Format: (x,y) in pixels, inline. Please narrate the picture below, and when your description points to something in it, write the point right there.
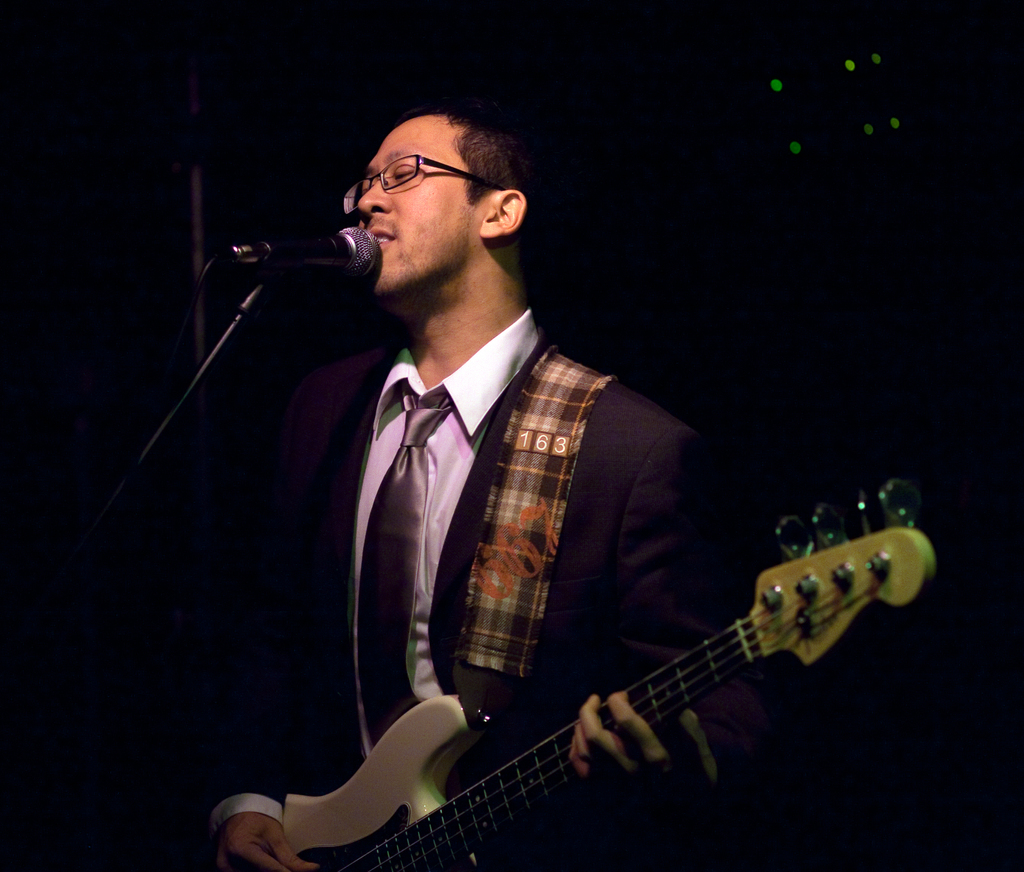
This picture shows a man (420,171) wearing a spectacles (403,166), playing a guitar (439,778) in his hands (227,835) in front of a mic (294,259) and a stand (170,422). In the background (641,284) there is dark.
